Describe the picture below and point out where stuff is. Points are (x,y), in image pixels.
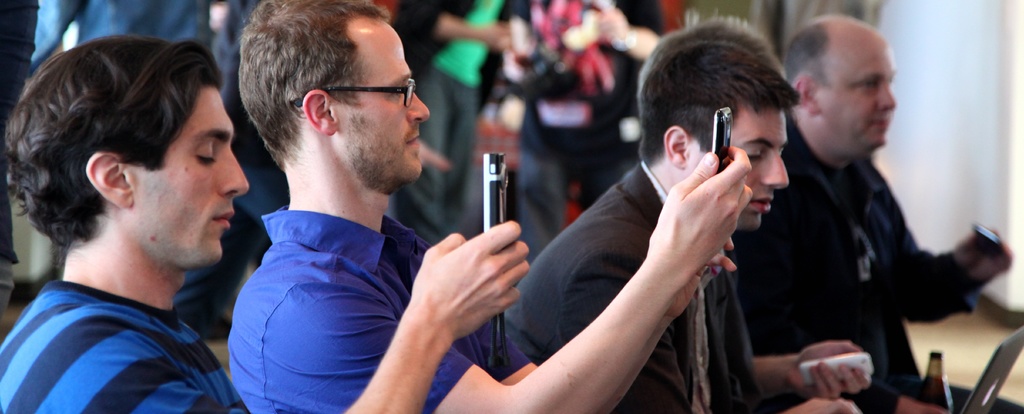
In this image I can see number of people (192,47) and in the front (687,169) I can see all of them are holding phones (502,193). On the bottom right corner of this image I can see a bottle (936,355) and a laptop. I can also see this image is little bit blurry in the background (989,325).
